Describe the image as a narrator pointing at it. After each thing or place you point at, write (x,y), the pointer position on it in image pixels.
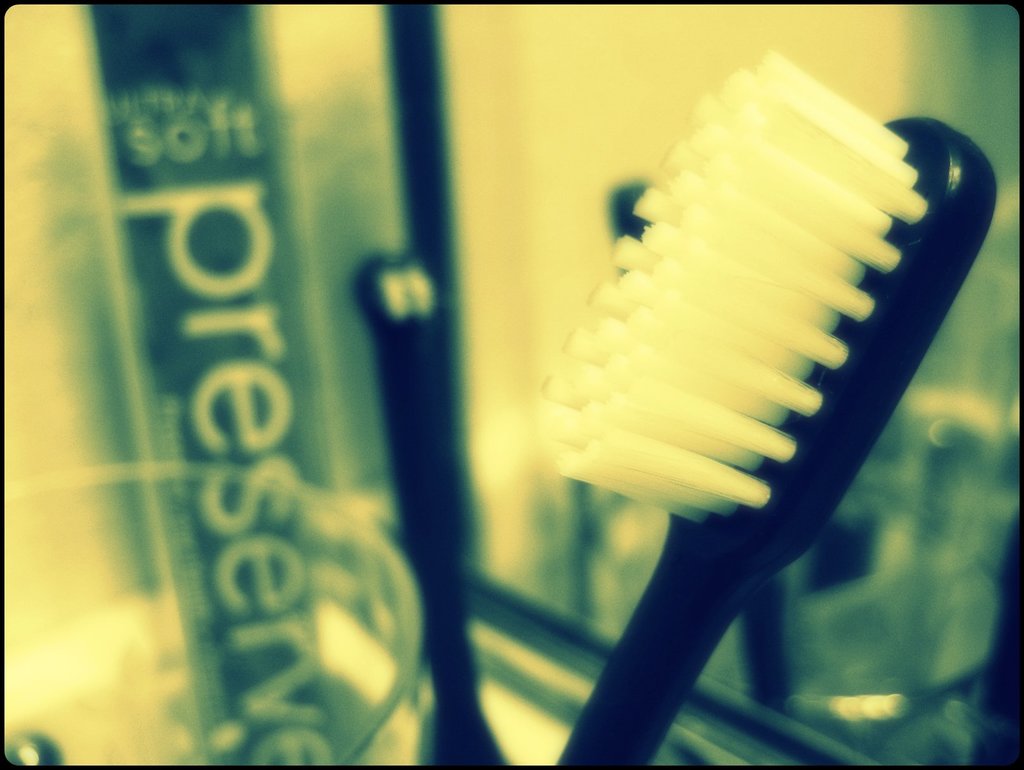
Here we can see a glass (346,635) and a toothbrush (690,464). And this is a mirror (971,312).
